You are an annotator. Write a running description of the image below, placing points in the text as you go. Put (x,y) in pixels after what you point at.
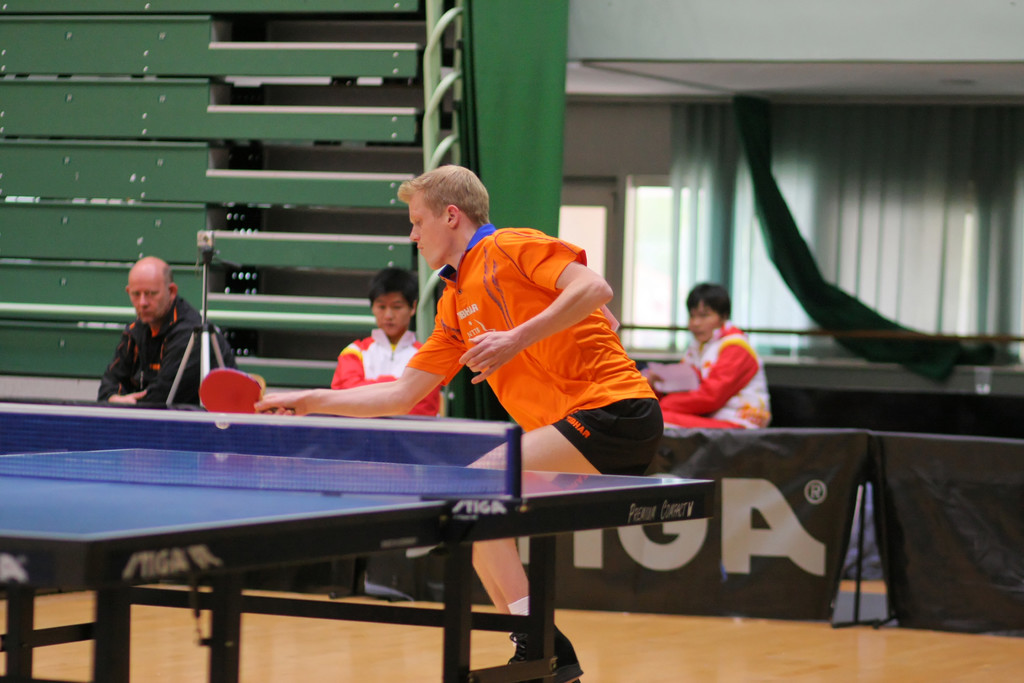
There is a man (555,279) playing table tennis in the image. He wore a orange jersey (522,306) and is holding a table tennis racket (245,383). In front of him there is a table tennis table (151,458). Behind him there are three men (139,349) watching the game and in front of them there is a black sheet (798,483) used as board (789,502) and there is also a tripod stand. In the background (515,87) there is wall (585,53), curtains (675,122) and railing (435,109).
